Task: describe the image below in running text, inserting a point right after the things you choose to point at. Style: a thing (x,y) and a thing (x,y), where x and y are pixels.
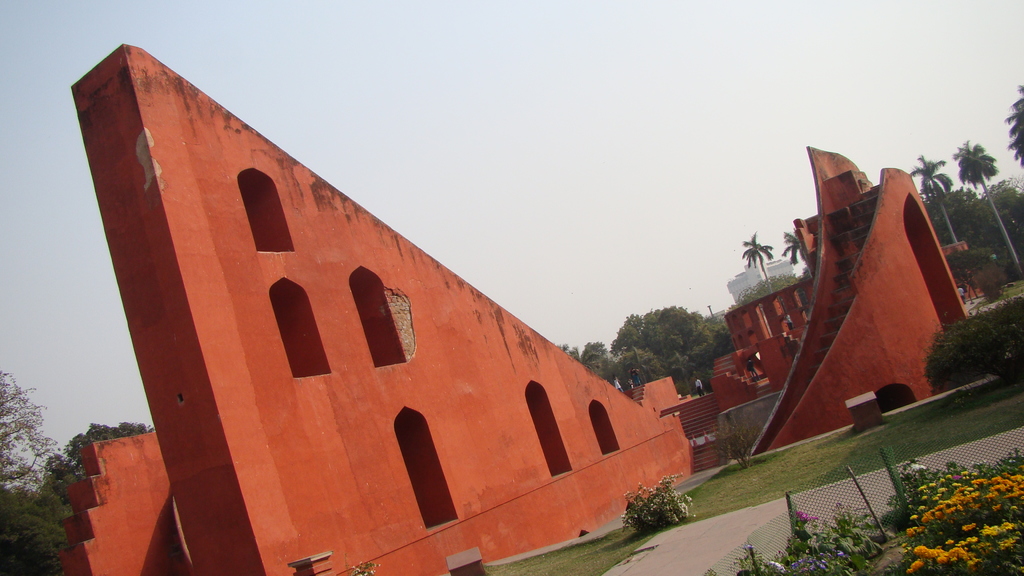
This picture is clicked outside. On the left (195,245) we can see the wall (203,367) and on the right (837,246) we can see the staircase (840,270), building (768,353) and group of persons (701,381) and we can see the plants (947,362), green grass (720,483), flowers (927,550), mesh (867,465) and some other objects (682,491). In the background (675,232) we can see the sky (621,286), trees (641,319), building (776,267) and group of persons (968,291) and some other objects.
